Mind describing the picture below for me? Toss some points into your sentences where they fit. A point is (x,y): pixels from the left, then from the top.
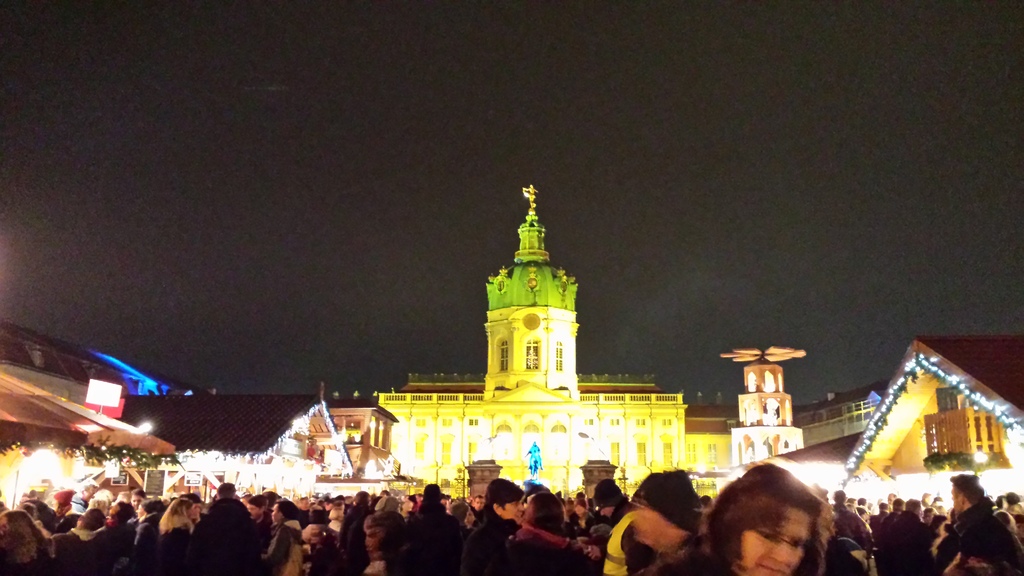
In this picture we can see some people (360,515) at the bottom (935,553), in the background (570,401) there is a building (688,438), we can see lights (891,483), there is the sky (217,96) at the top of the picture (279,104).
